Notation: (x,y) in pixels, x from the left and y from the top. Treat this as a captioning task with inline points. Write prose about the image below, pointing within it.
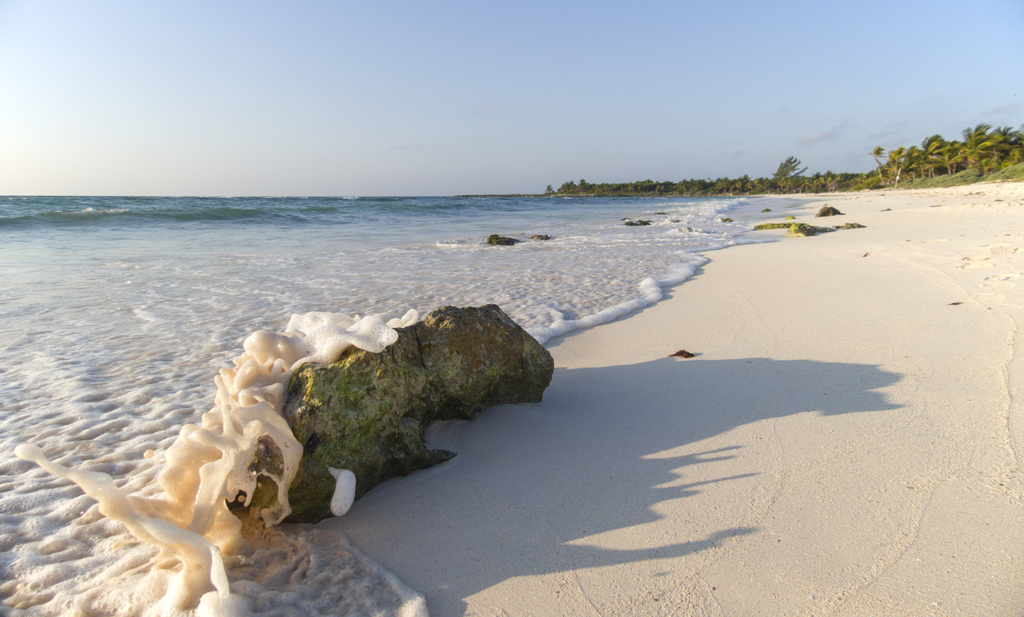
In this picture we can see a rock (383,387) here, on the left side (279,330) there is water (175,304), we can see some trees (855,189) in the background (960,158), there is the sky (759,93) at the top of the picture (692,57).
